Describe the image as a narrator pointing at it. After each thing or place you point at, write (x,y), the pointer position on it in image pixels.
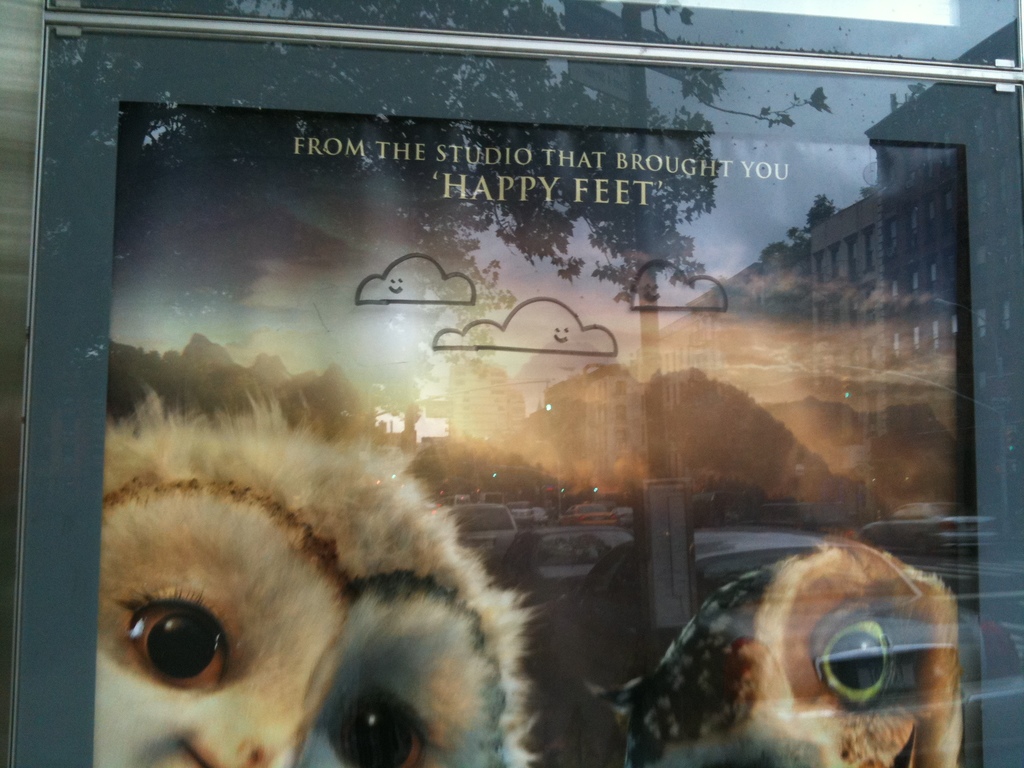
In this picture, we see a photo frame (88,181) or a board (93,196) in grey color. This might be the photo frame (451,218) of the animals (477,677). We see the reflections (619,437) of trees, buildings (679,333), pole (669,559), sky (720,126) and the cars (500,541) in the glass (593,480). We see the cars (618,553) are moving on the road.
